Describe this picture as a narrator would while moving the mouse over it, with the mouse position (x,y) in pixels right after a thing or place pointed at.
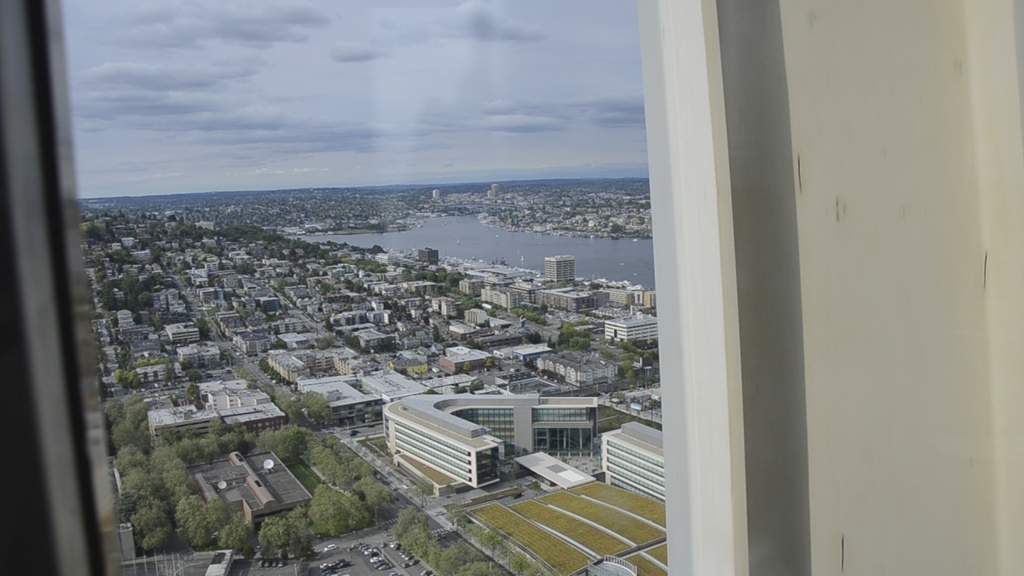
In this picture we can see buildings (651,552), trees (287,405), and water (614,264). This is a wall (854,235). In the background (492,128) there is sky (405,138).
